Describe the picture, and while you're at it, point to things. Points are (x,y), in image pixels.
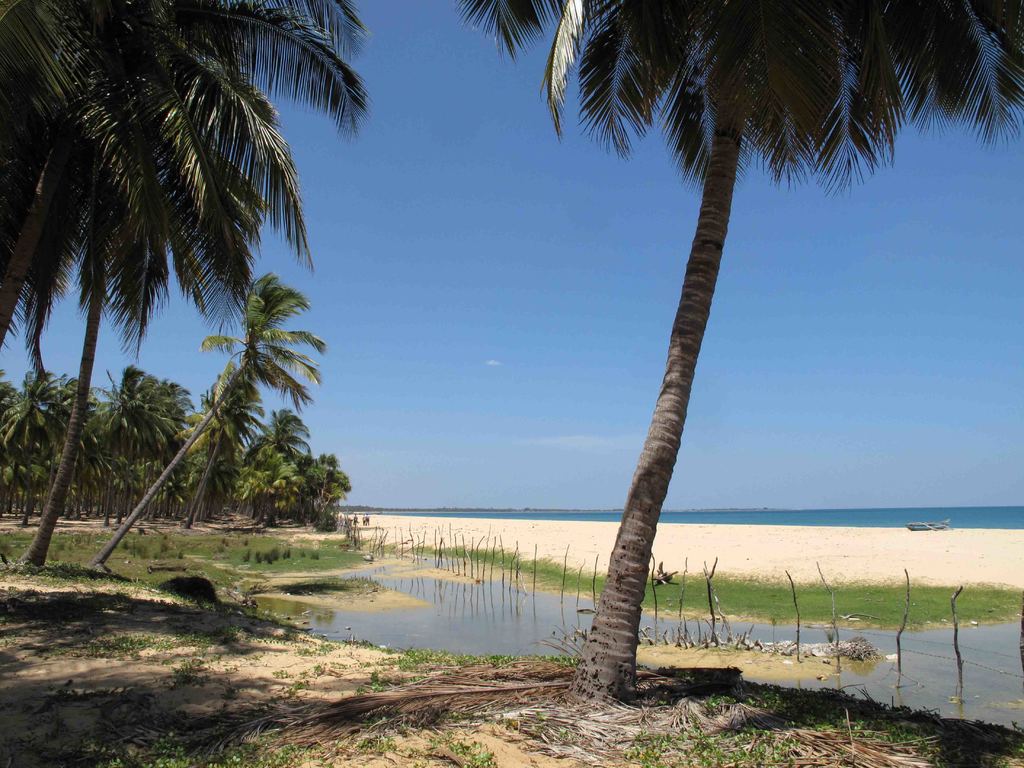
In this image we can see trees (205,436) and water (482,621). In the background (379,502) on the left side (46,501) we can see trees (366,508) and few persons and an object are on the sand (898,529) and we can also see water (880,523) and clouds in the sky (479,185).
